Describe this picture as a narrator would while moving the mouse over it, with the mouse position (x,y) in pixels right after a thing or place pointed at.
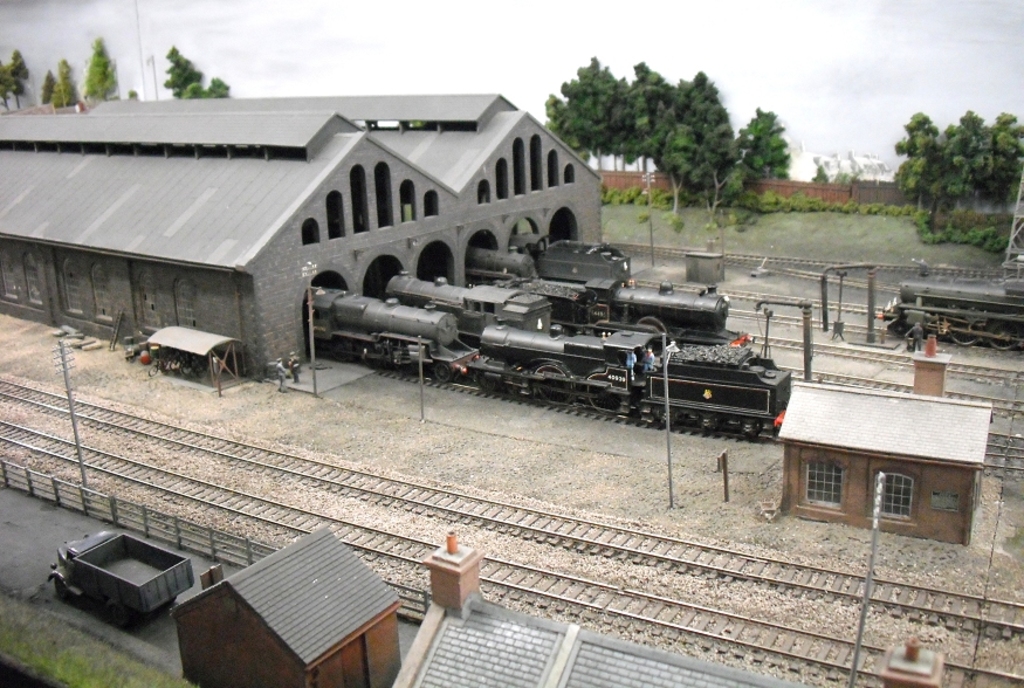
In the center of the image (352,341) there is a shed (391,239) with trains (534,297) in it. At the bottom of the image (860,621) there are railway tracks (559,595), poles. At the bottom of the image (435,599) there is a house (329,539). In the background of the image (714,196) there are trees (193,84). At the top of the image (508,42) there is sky (494,57).
